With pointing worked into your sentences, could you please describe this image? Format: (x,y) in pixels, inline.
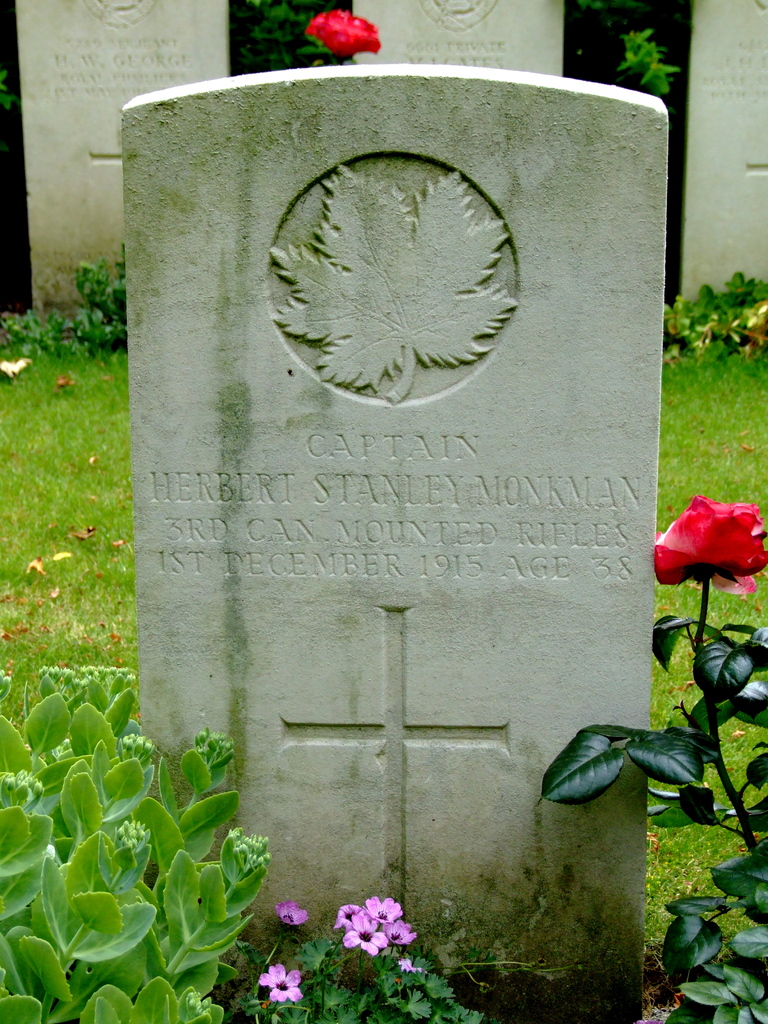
In this image there are plants (116,765), grass (748,433), flowers (762,562) and memorial stones (397,448). Something is written on the memorial stones (367,501). Land (713,453) is covered with grass (30,371).
